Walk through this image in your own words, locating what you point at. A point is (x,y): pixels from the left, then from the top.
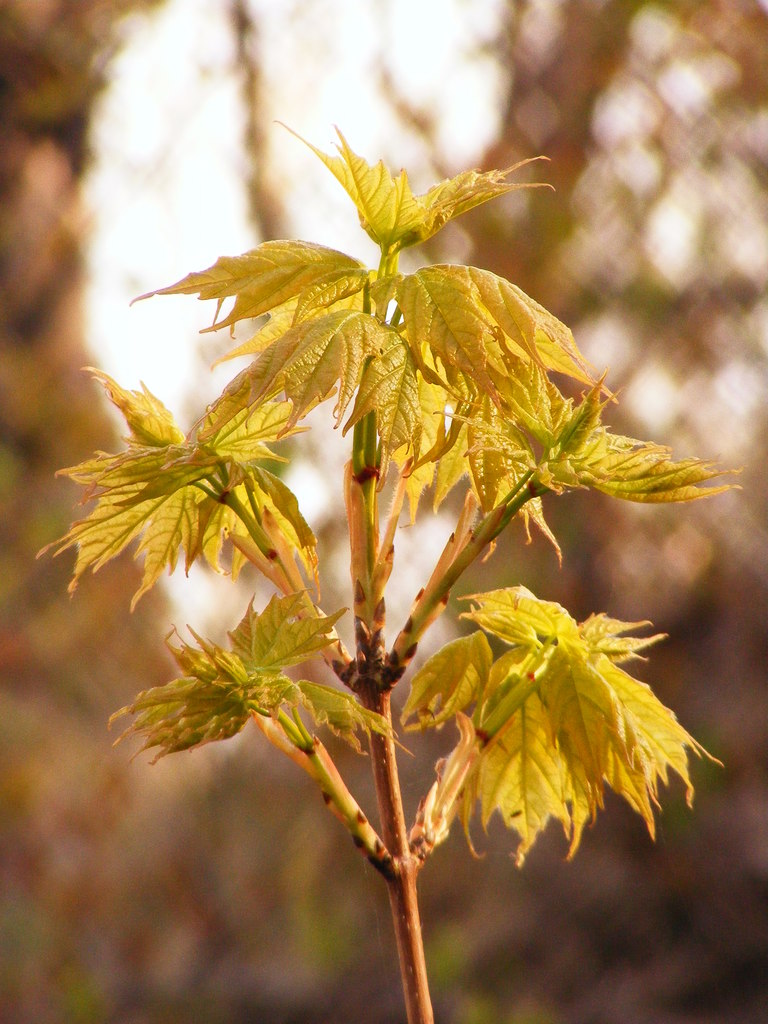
There is a plant (427,991) which is having green color leaves (160,505). In the background (561,922), there are trees (39,210) and there is sky (178,156).
